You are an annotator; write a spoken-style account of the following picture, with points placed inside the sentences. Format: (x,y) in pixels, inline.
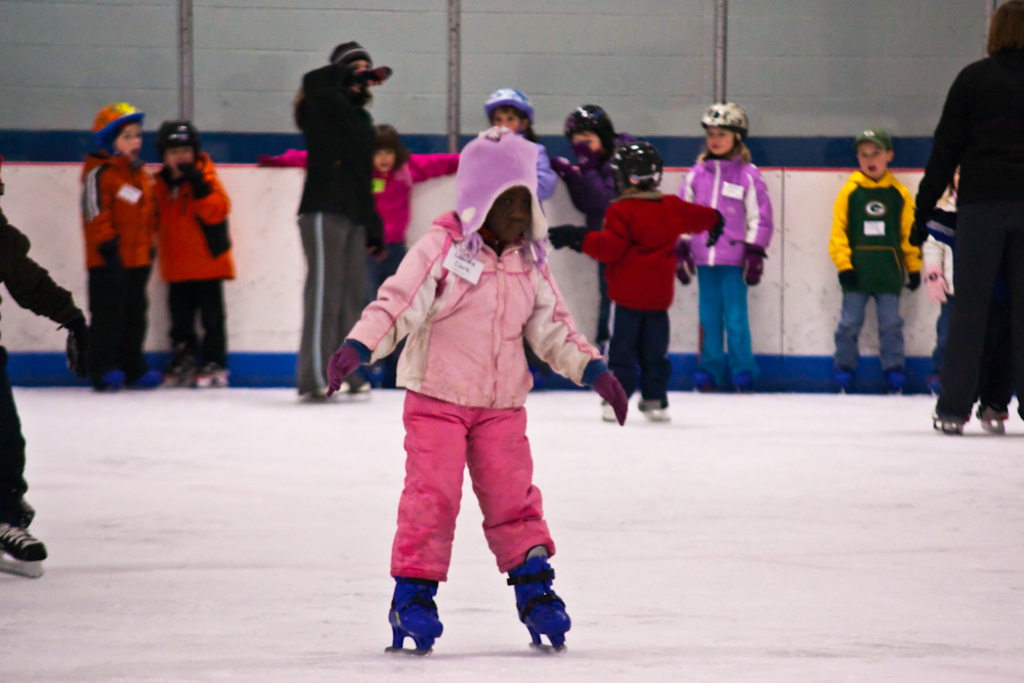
In this image there is a kid (443,318) skating on the ice (457,606). In the background (169,226) there are so many kids (215,229) who are standing on the ice (135,391) by wearing the skates (171,382).
